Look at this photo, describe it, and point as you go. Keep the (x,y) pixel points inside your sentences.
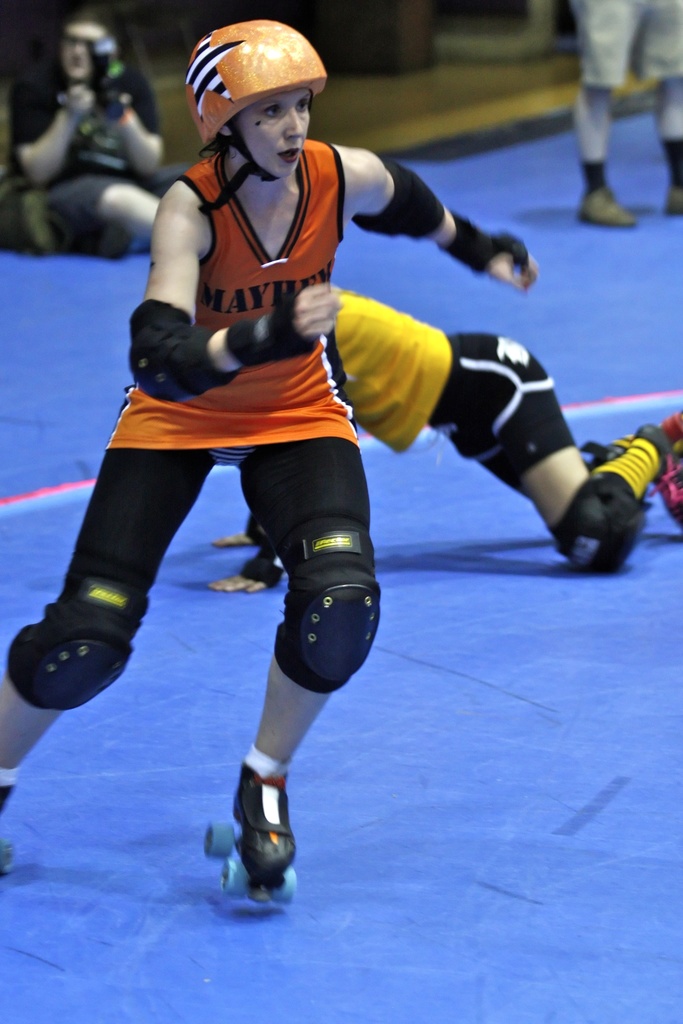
In this picture we can see a person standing on the ground (24,846) and in the background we can see persons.
